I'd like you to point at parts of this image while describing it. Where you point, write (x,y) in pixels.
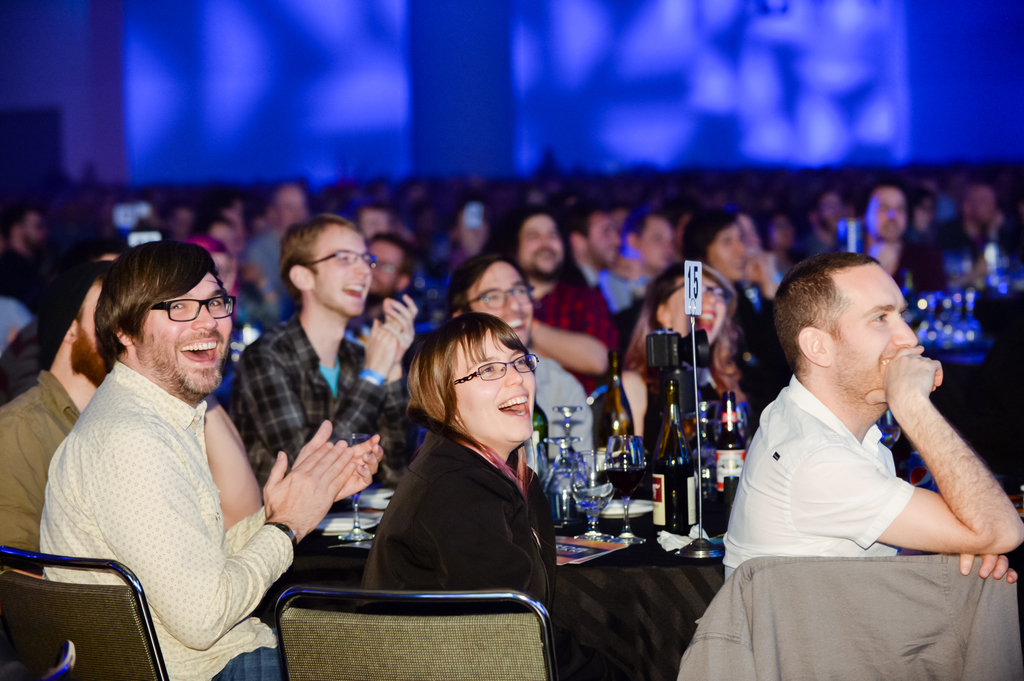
This picture is taken in the hall (672,83) in which there are so many number of people (738,223). In the middle (441,397) there are people (428,382) who are sitting around the table (602,571) and laughing. On the table (625,575) there are wine bottles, glasses (361,535), plates (342,516), menu card (589,546), tissues (660,540) on it.
